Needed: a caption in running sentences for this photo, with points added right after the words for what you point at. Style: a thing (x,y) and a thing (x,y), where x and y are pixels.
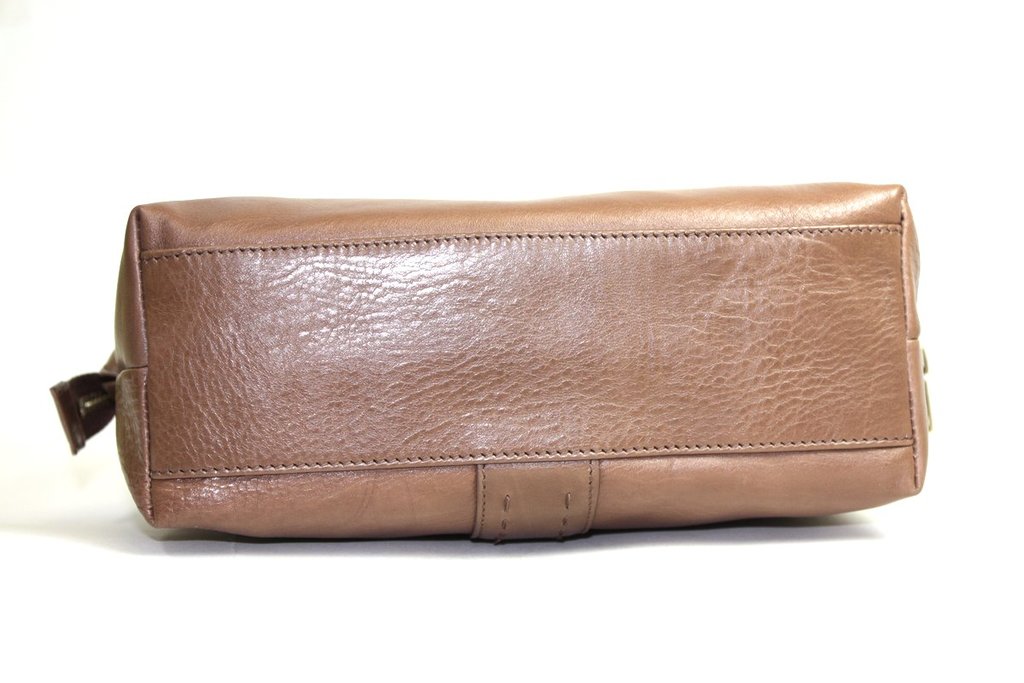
In this image, there is a bag (604,284) which is colored brown.
